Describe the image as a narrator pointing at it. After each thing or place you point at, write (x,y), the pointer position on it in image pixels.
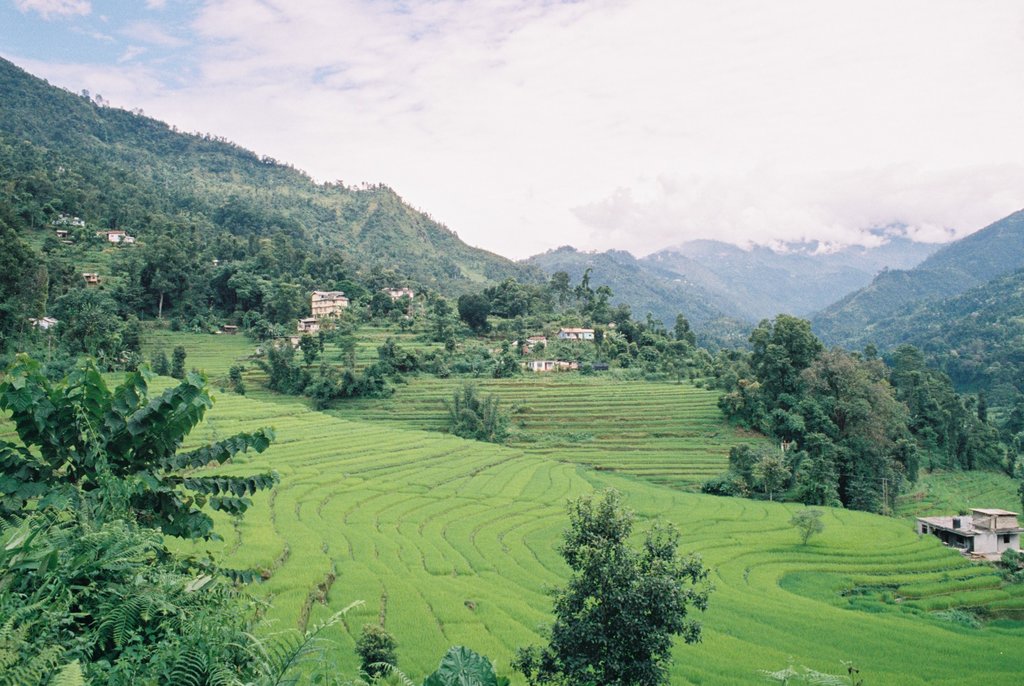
In this image we can see some plants (473,626), houses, buildings (322,309), a group of trees (179,227) on the hills (386,372) and the sky (556,182) which looks cloudy.
